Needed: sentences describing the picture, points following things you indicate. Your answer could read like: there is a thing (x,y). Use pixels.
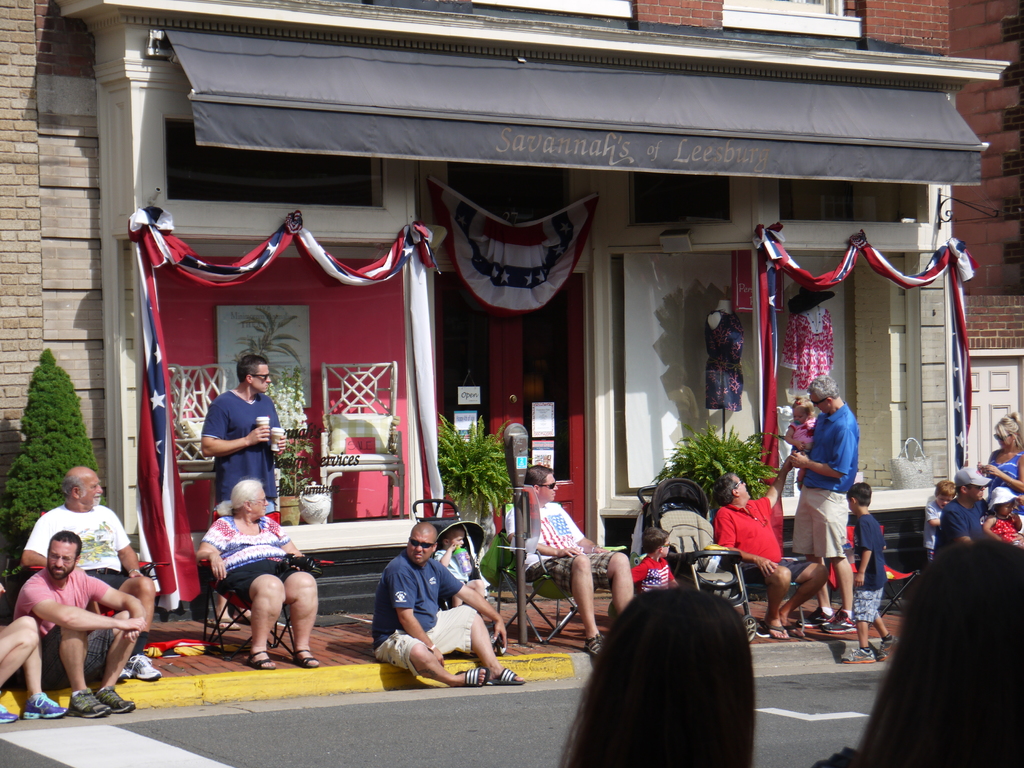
This picture shows a building (637,369) and we see few people (460,595) seated on the ground (505,662) and few are seated on the chair (508,537) and we see a man (210,445) standing and holding cups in his hands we see a man (827,460) standing and holding a baby (813,419) in his hand (799,452) and we see few of them wore sunglasses (415,543) on their faces (259,389) and we see plants (686,470) and a couple of mannequins (791,370) and a tree (55,381) on the side.
